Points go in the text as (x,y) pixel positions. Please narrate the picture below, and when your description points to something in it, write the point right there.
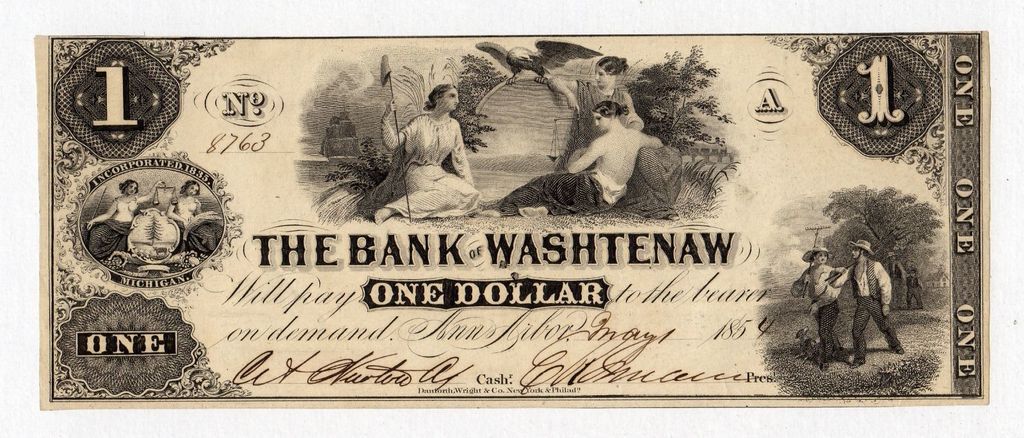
In this image it seems like a currency note (528,256), on which there is some text (486,259) in the middle (449,249). On the right side (872,121) corner there is a number (871,95). In the middle (454,167) we can see the faces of few people (537,194).
